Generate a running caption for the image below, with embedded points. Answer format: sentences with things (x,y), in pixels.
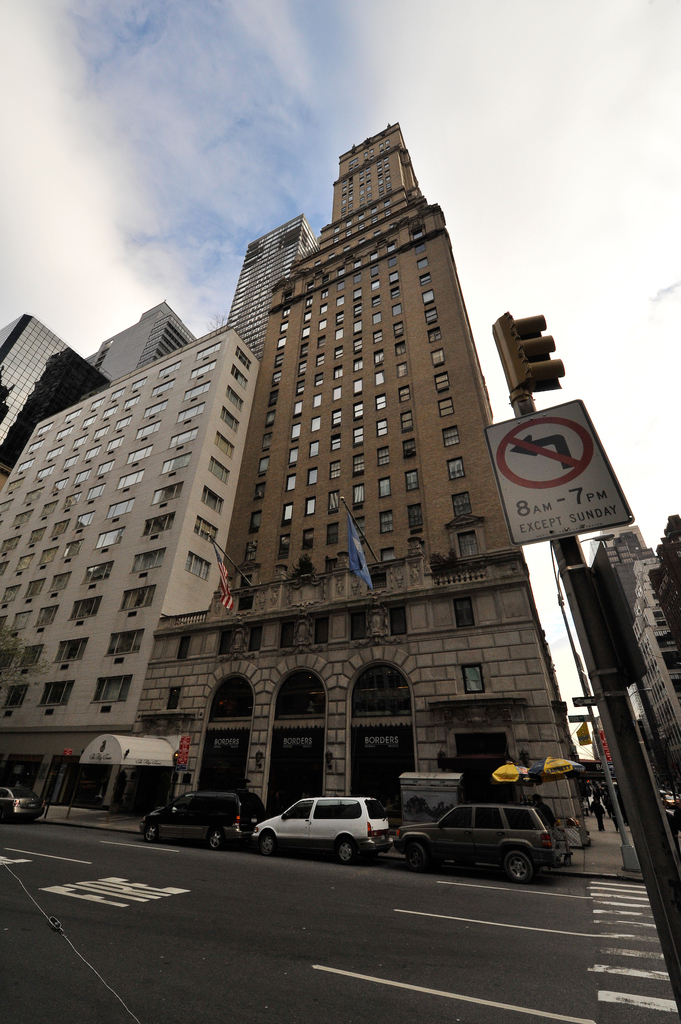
On the right side (539,518), there are signal lights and sign boards (569,417) attached to the pole (671,981) near zebra crossing (632,980) which is on the road (558,936) on which, there are vehicles (330,818) parked aside. In the background (385,218), there are buildings (407,218) and there are clouds (372,41) in the blue sky (190,74).
